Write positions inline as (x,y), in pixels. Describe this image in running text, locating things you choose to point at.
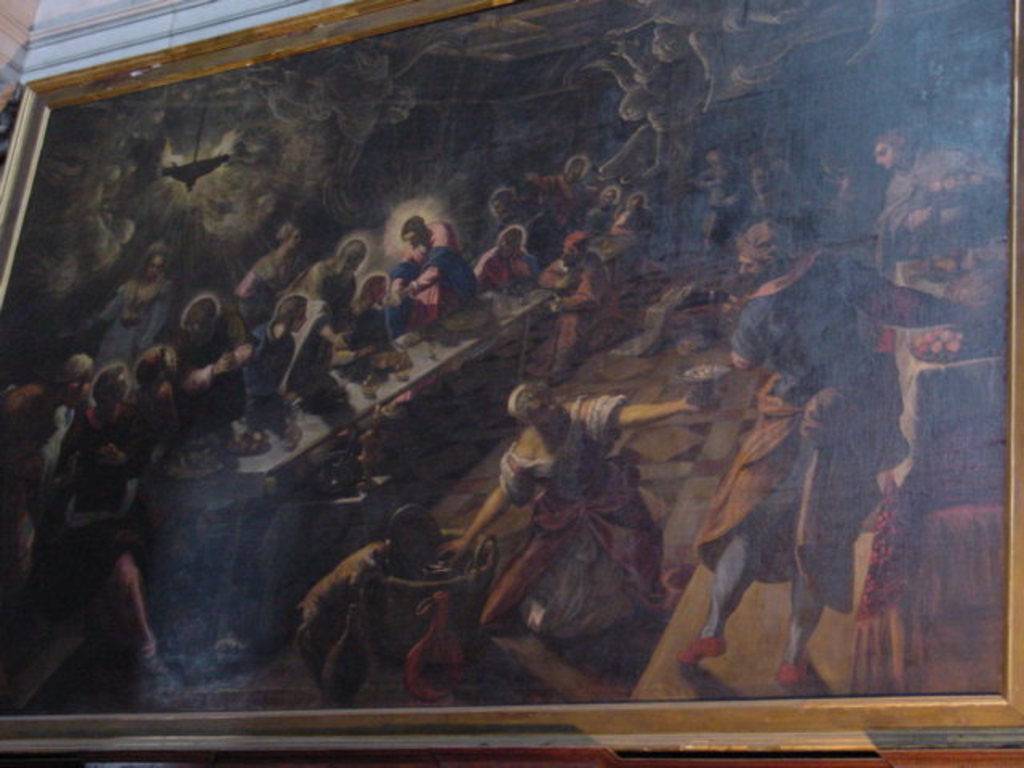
In the picture I can see frame (154,223) to the wall (3,50), in which we can see some people (17,506).
